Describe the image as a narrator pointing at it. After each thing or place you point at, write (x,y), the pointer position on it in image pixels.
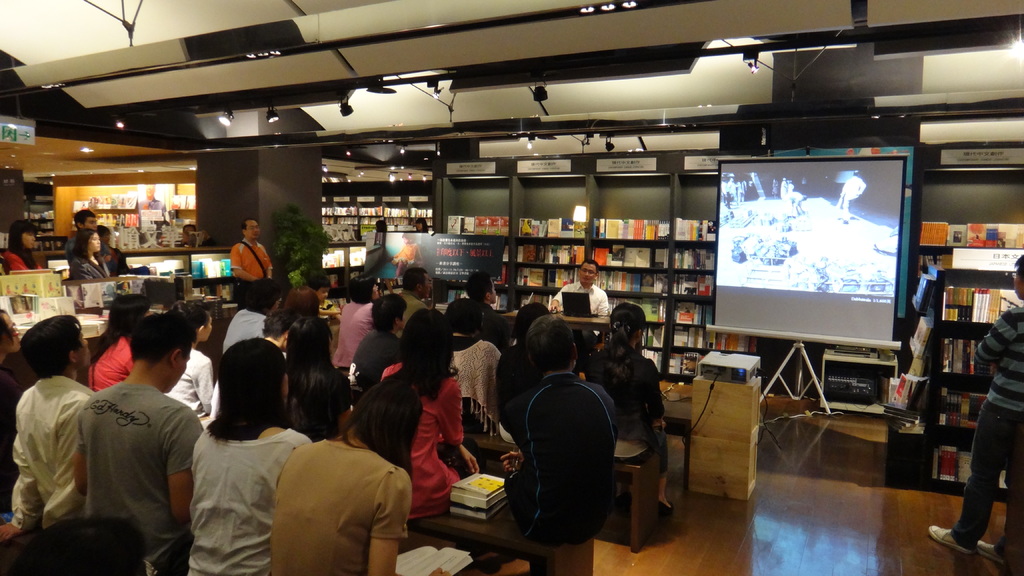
This image is taken from inside. In this image we can see there are so many people (367,335) sitting on the benches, one of them is holding a book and the other one placed some books (480,480) beside her, in front of them there is a person (583,278) sitting on the chair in front of the table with a monitor (578,294) on top of it, beside the table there is a screen (794,250) and there is a projector (728,364) placed on the table (721,446). In the background (42,298) there are so many books (30,288) arranged in the so many racks (46,221) and there are labels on top of the racks (946,285). At the top of the image (374,55) there is a ceiling (424,54) with lights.
